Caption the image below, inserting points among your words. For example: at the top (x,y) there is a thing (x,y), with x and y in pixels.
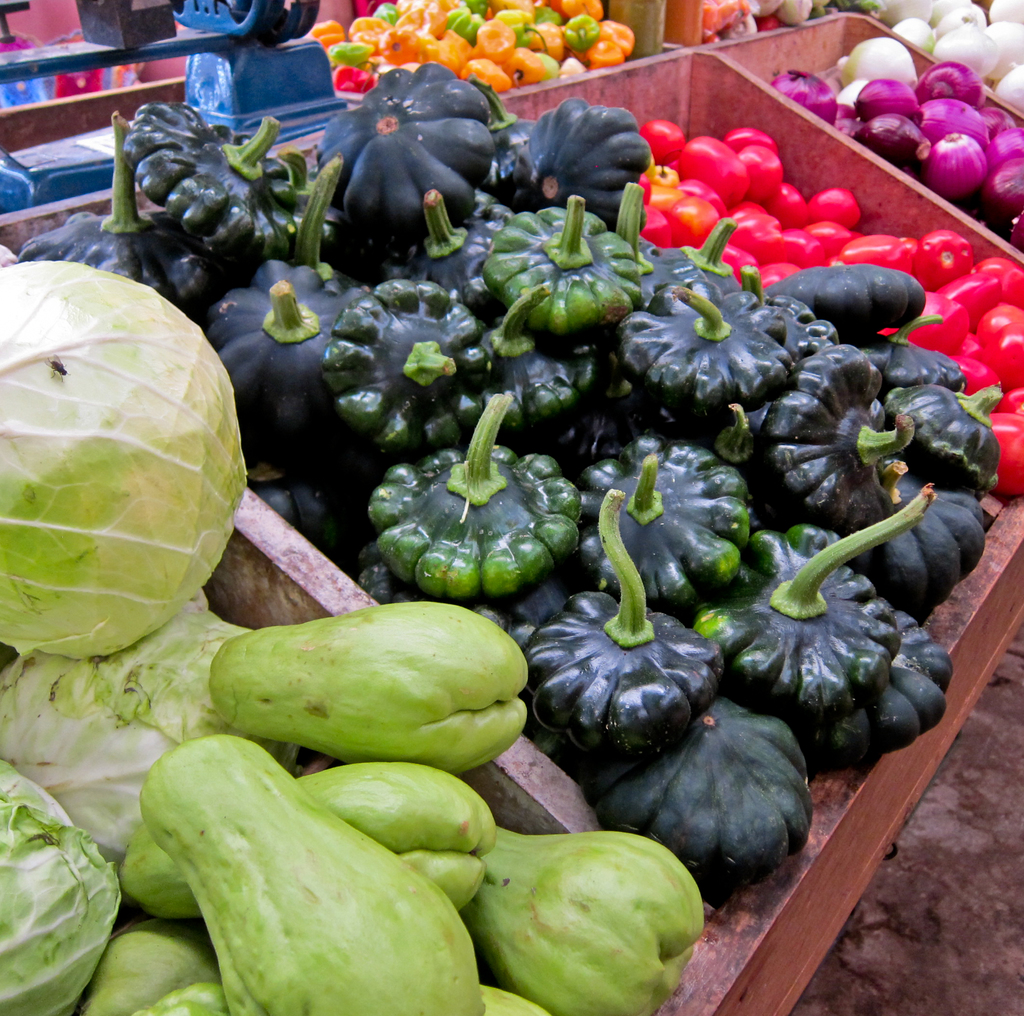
In this image there are vegetables (190,382) like cabbage (202,358), capsicum (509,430), tomatoes (991,302) and onions (1021,72) in the boxes (840,27) in foreground (980,465). And there is an object (638,54), vegetables (720,19) in the background (792,9).
